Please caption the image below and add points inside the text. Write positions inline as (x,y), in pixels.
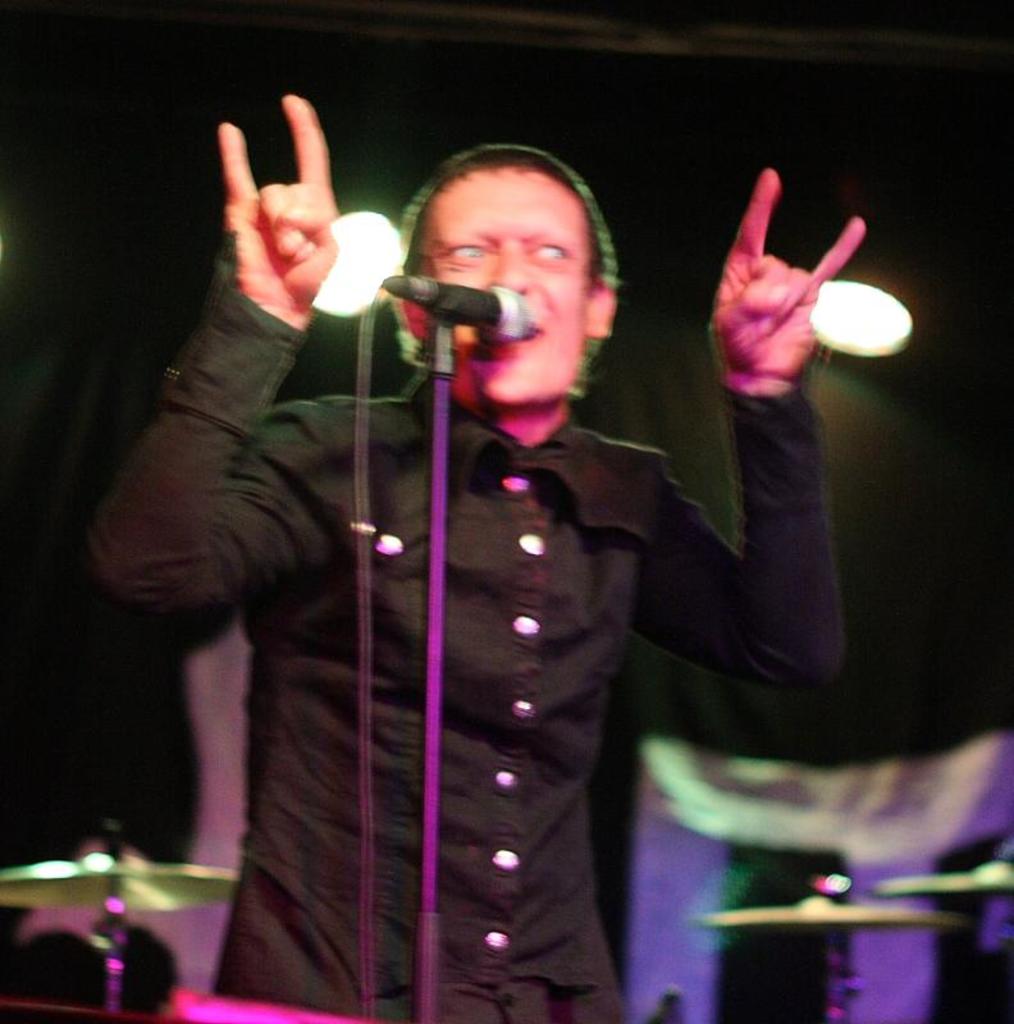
In the image there is a man (490,595) singing on mic (466,302), behind him there is drum kit (39,875) and on the backside wall (121,332) there are lights (870,328).
